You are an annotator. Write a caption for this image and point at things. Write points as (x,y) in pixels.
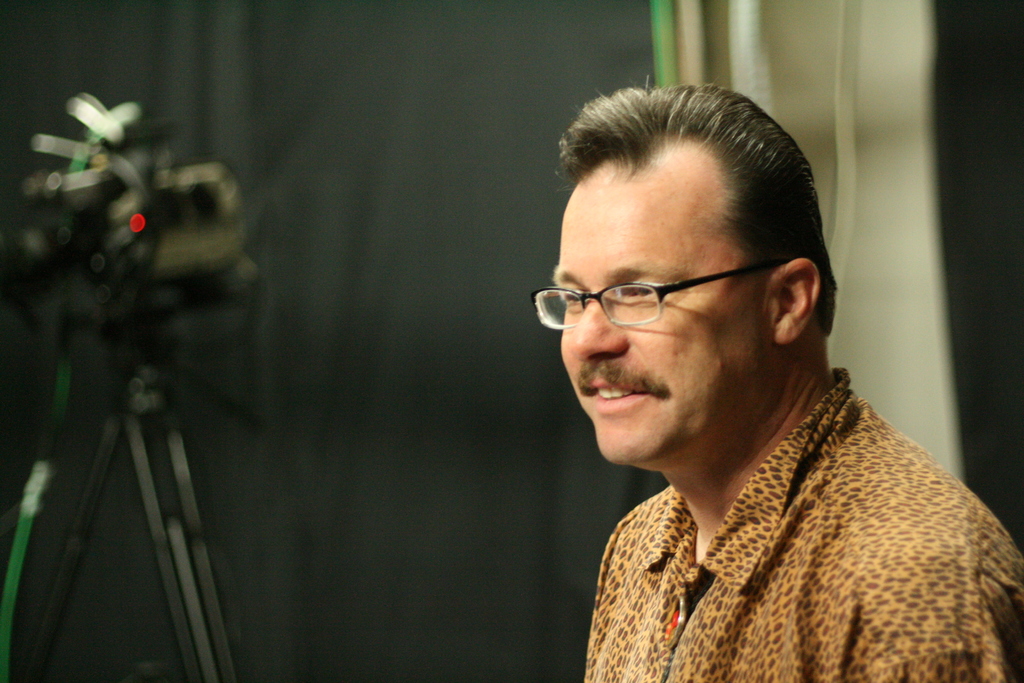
In the image, there is a man (709,354), he is wearing animal printed shirt (751,500) and spectacles (564,296) and the background of the man (576,310) is blur.
